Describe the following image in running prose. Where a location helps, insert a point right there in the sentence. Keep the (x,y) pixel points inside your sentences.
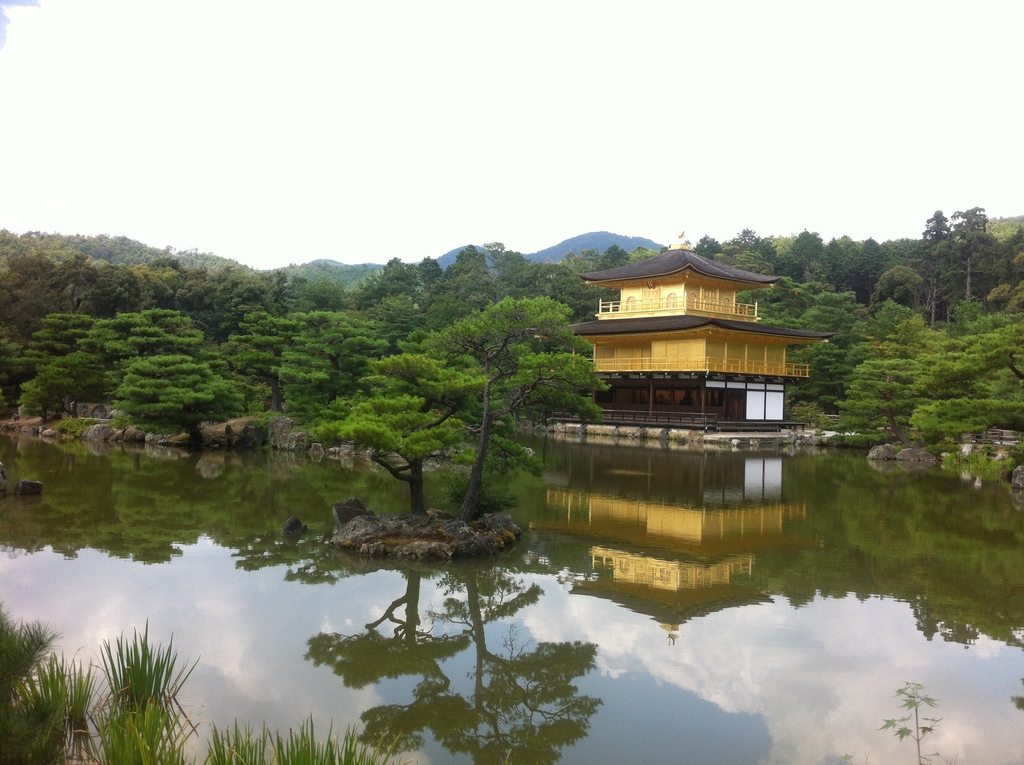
In this image in the foreground (845,525) there is a canal (157,580), in the bottom left (23,624) there is grass (178,686), on the canal (312,483) there is a tree (503,444), stones (476,521) visible, in the middle (681,299) there are trees (198,325), buildings (751,319) visible, at the top (728,87) there is the sky (745,90).
